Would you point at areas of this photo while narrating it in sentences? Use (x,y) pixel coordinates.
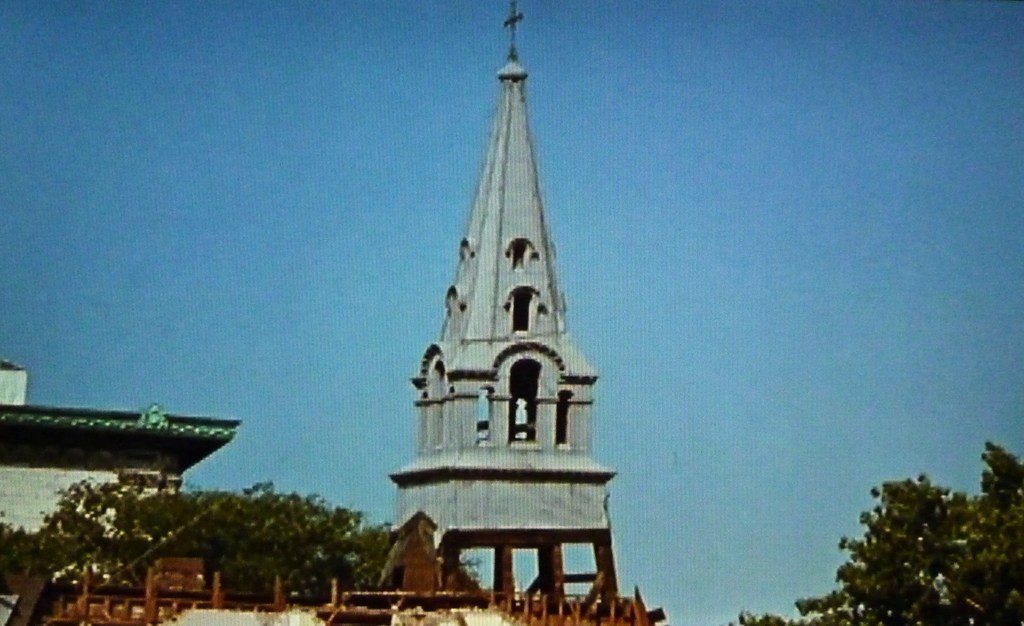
In this image I can see few buildings (556,496) and number of trees (223,520). I can also see sky (426,245) in the background (729,251).
